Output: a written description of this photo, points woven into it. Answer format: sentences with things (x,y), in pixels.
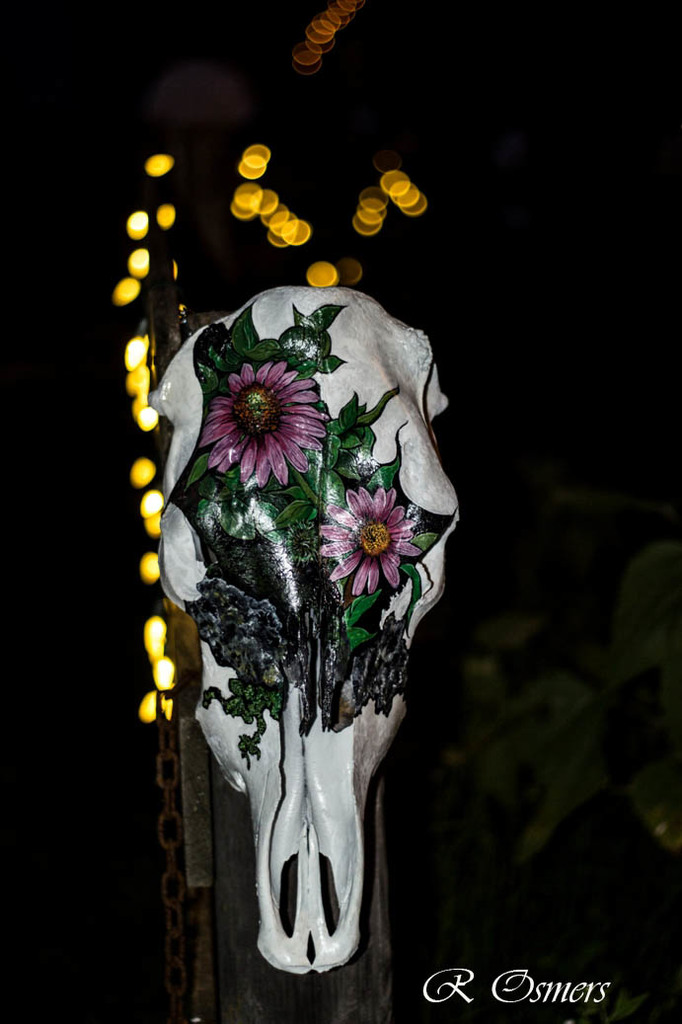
In this image we can see a decorative item (299,818). On that there is a design (288,466) of flowers (403,544) and leaves (349,423). In the back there are lights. In the right bottom corner (550,993) there is something written on the image.
